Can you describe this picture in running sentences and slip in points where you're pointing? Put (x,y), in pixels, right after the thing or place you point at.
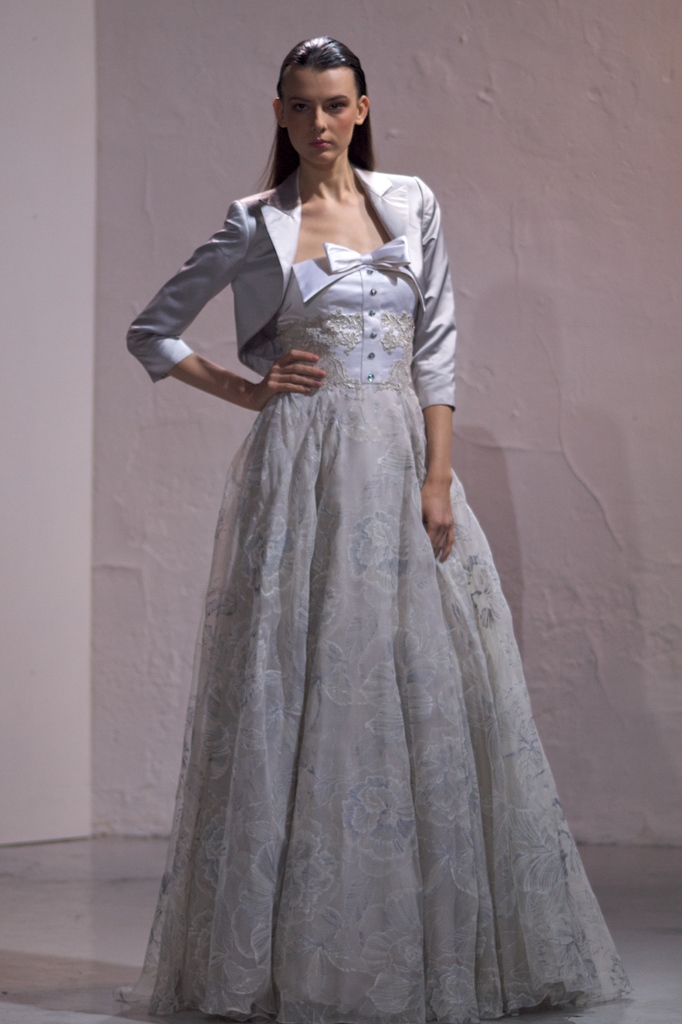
In this image I can see the person (295,600) standing and the person (377,181) is wearing white color dress (400,780) and I can see the white color background (216,406).
